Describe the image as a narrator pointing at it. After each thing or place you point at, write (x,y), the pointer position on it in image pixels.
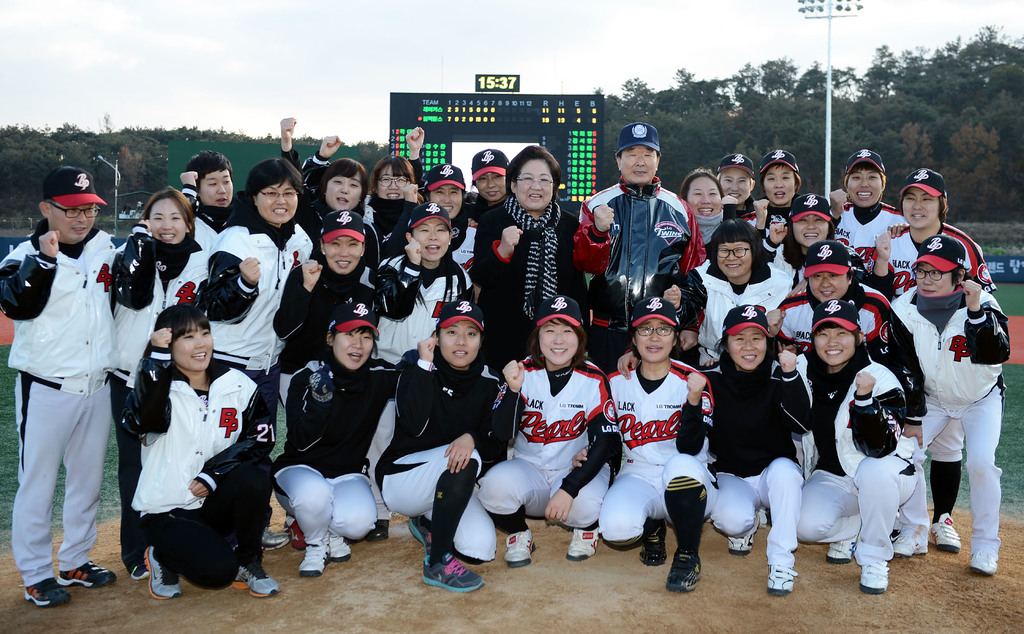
Here we can see group of people (712,414) posing to a camera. This is grass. In the background (514,149) we can see trees (670,131), poles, screen (567,135), and sky (535,32).
